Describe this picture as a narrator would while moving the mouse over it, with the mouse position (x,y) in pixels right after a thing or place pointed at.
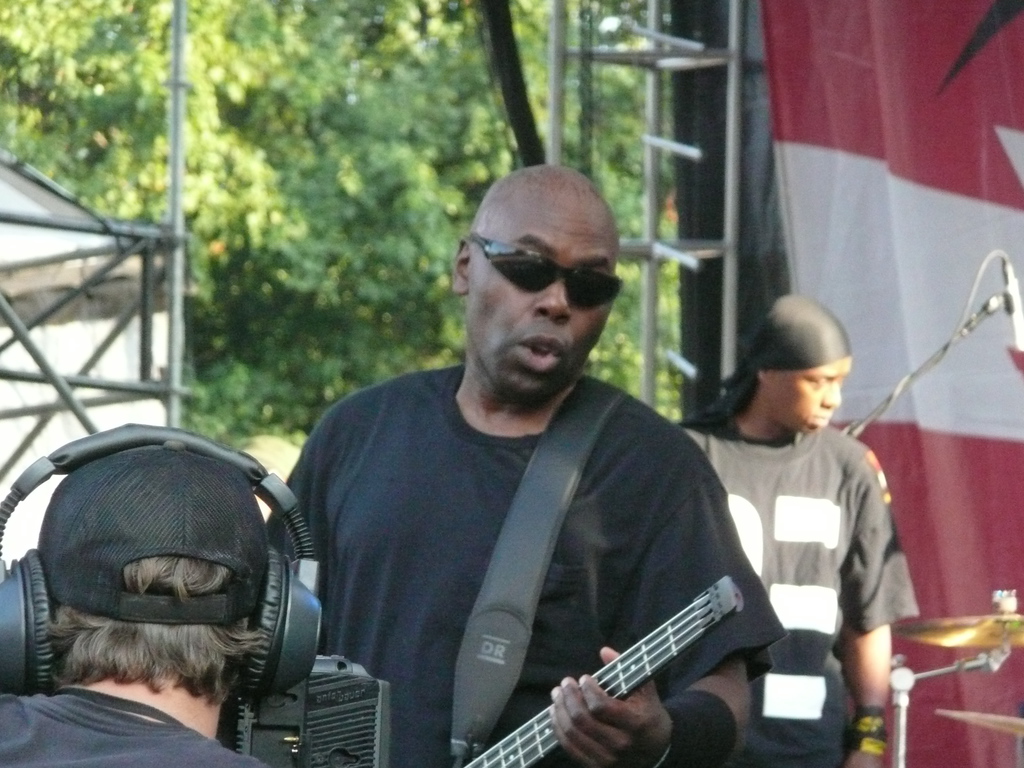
In this picture we can see three persons (439,451). He has goggles (569,295) and he is playing guitar (528,764). On the background (418,220) there are trees (334,125). And this is the cloth (930,192).
